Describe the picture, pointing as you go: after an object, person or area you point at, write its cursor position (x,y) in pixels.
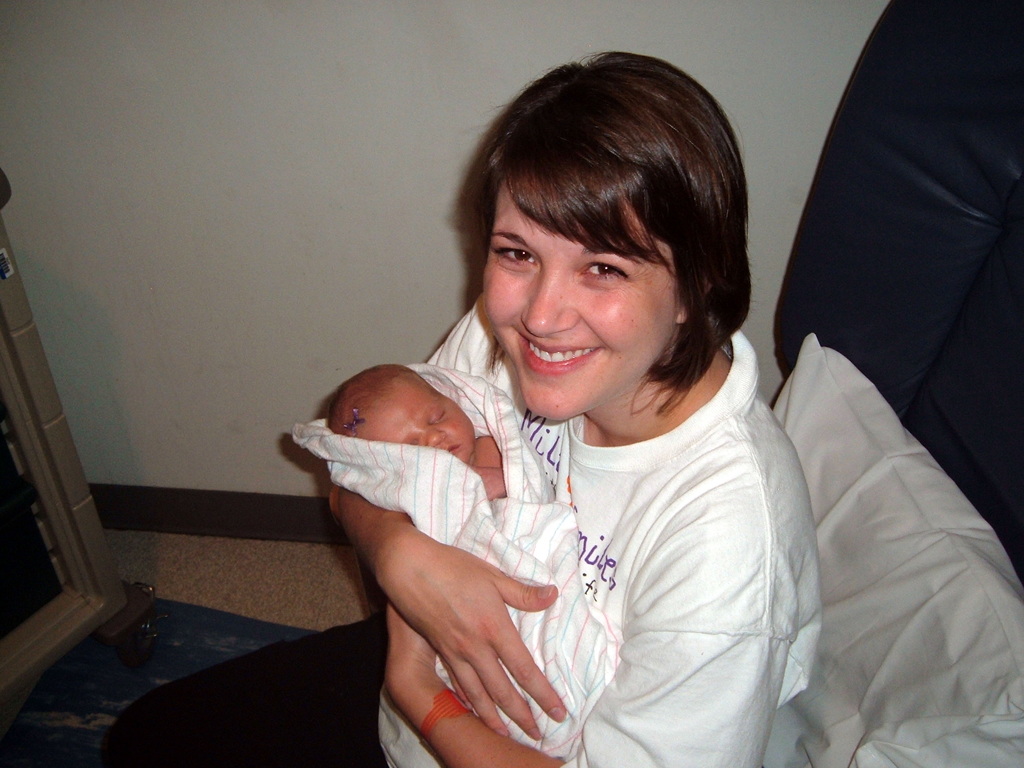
In this image, we can see a person (655,272) sitting on the chair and holding a baby (502,477) with her hands (441,579). There is a wooden frame (27,419) on the left side of the image (23,355). In the background of the image (329,220), there is a wall (498,38).
